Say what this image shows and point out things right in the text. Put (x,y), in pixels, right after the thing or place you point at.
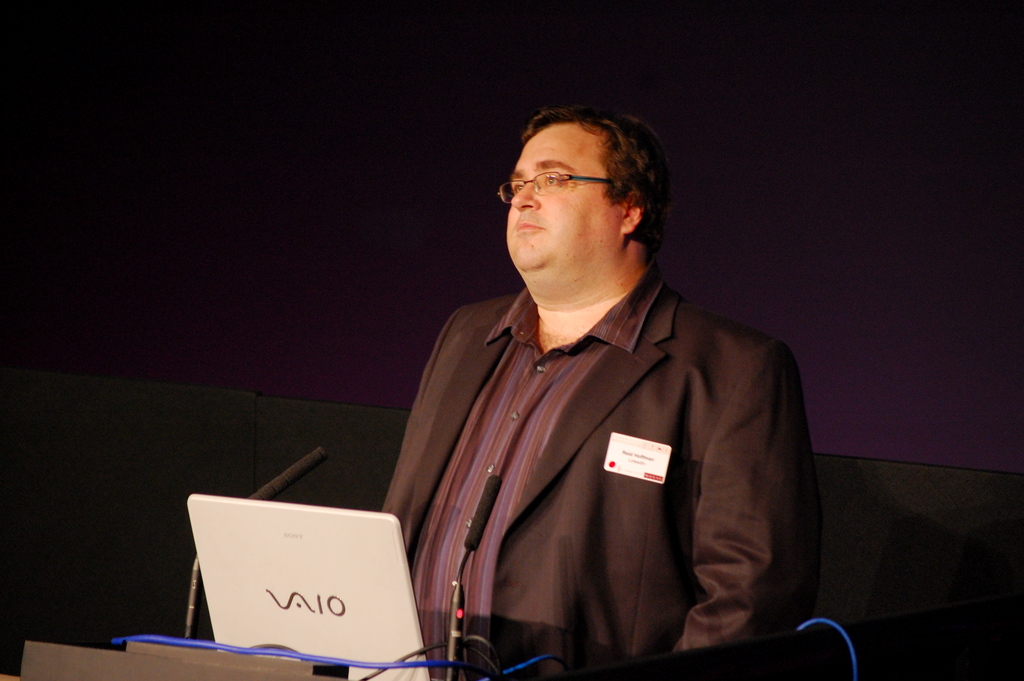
In this image, we can see a person (603,194) wearing spectacles (503,196). We can also see some microphones (451,637), wires (372,664) and a laptop (303,605). We can also see an object (287,659) at the bottom (672,676). We can also see the dark background (329,376) and a black colored object (189,389).
